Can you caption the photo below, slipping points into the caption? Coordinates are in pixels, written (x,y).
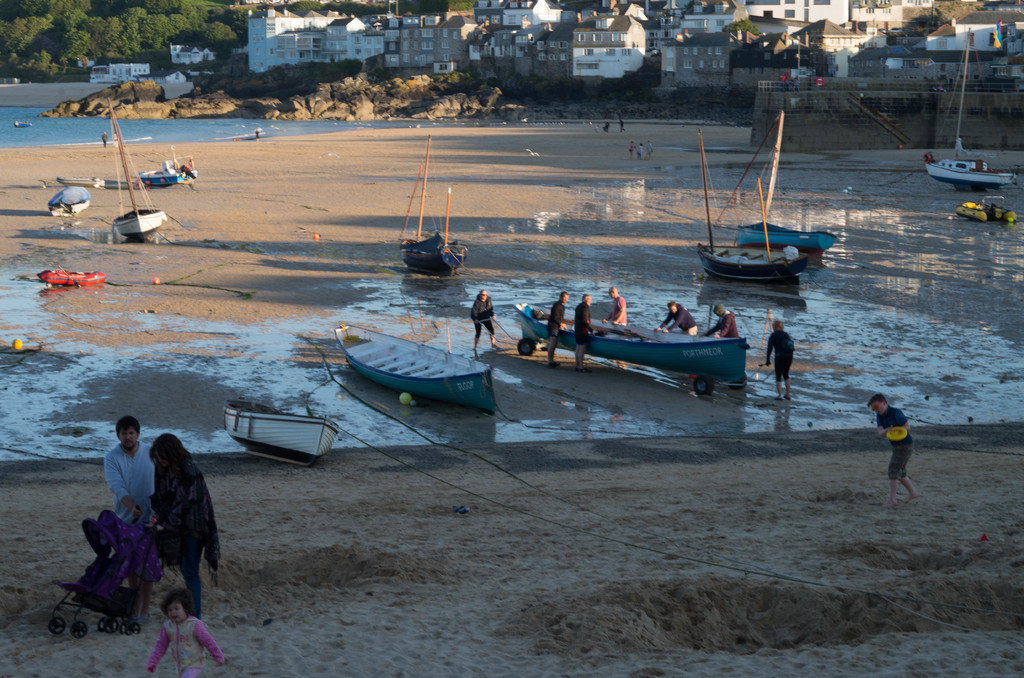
In this image we can see many buildings (617,49). There is a beach (269,225) in the image. There are many watercraft (715,273) in the image. There are few people (182,516) at the left side of the image (173,558). We can see few people (716,313) standing near a watercraft (662,358). We can many trees (154,35) at the top left corner of the image (172,31). There is some water (74,136) in the image.
